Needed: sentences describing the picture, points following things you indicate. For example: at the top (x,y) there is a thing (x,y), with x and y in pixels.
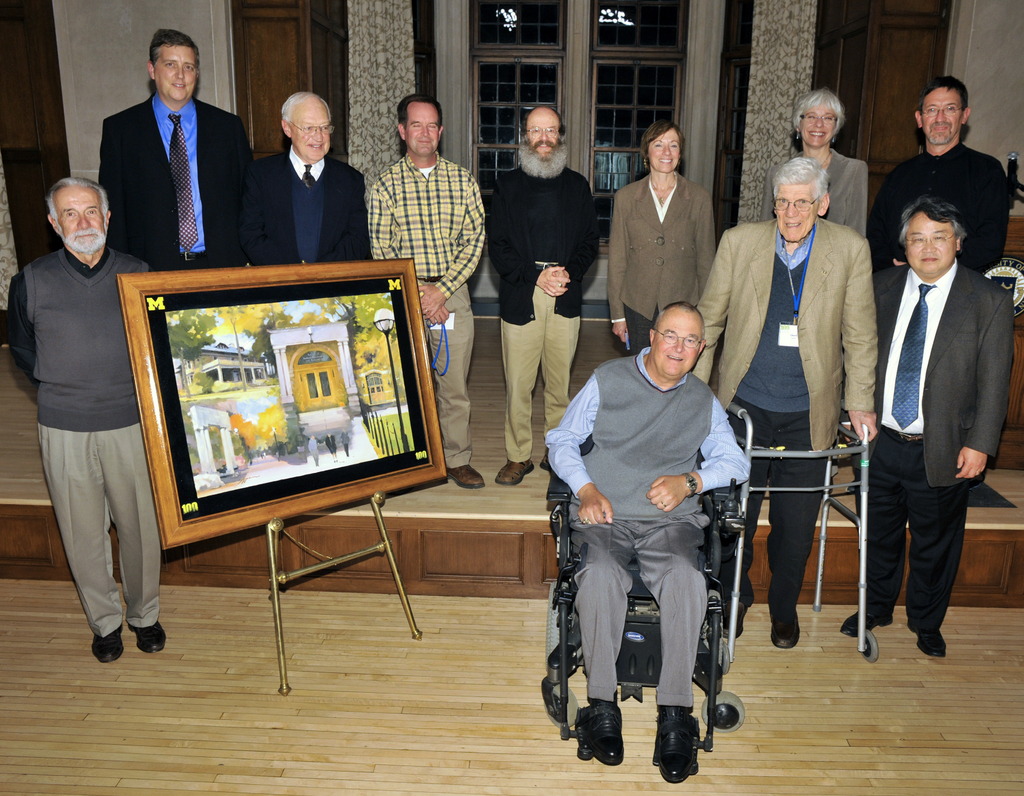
In this picture we can see a group of people (136,631) on the ground (474,735) and one person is sitting on a wheelchair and in the background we can see a wall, doors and curtains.
